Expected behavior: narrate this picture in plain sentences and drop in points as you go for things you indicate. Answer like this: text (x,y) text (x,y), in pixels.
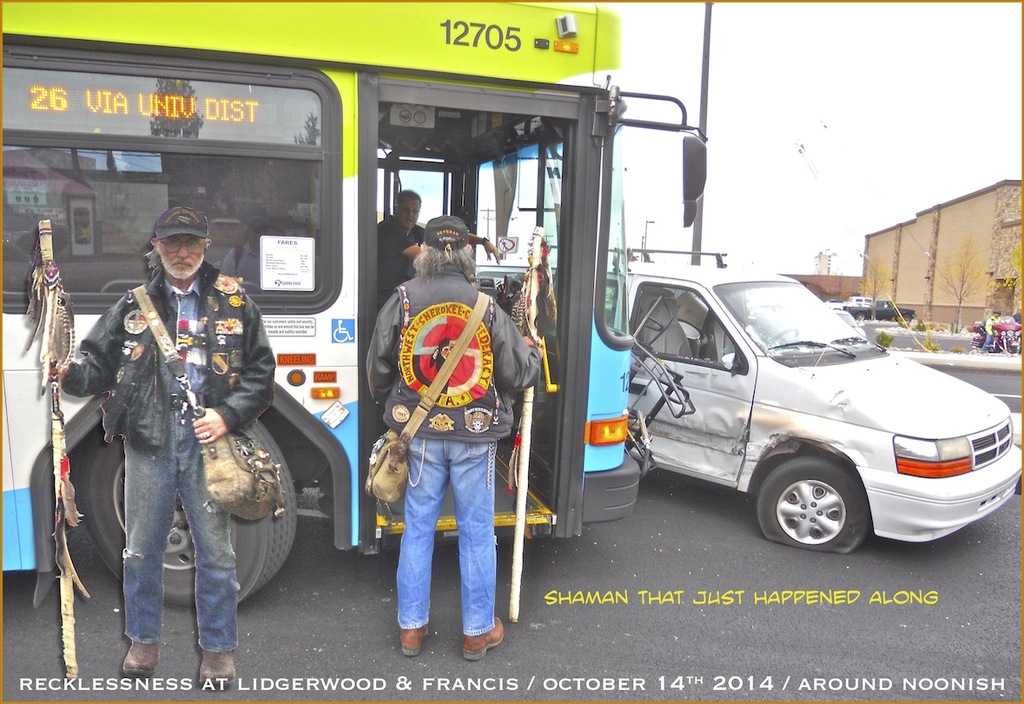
On the left side (242,312), there is a person (232,301) in black color jacket (241,326) wearing a bag (206,460), holding thread (168,356) of the bag (191,404) with one hand (211,429), holding a stick (47,224) with other hand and standing on the road (244,649) near a bus (358,203). There is another person (442,266) holding a stick (527,274) one hand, wearing a bag (387,477) and standing on the road (508,535). In the background (397,249), there is a person (385,236) sitting in the bus (513,275), there is a vehicle (772,346) damaged on the road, there are buildings (908,284), a vehicle (878,303), plants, a tree (957,280) and there is sky (830,116).
